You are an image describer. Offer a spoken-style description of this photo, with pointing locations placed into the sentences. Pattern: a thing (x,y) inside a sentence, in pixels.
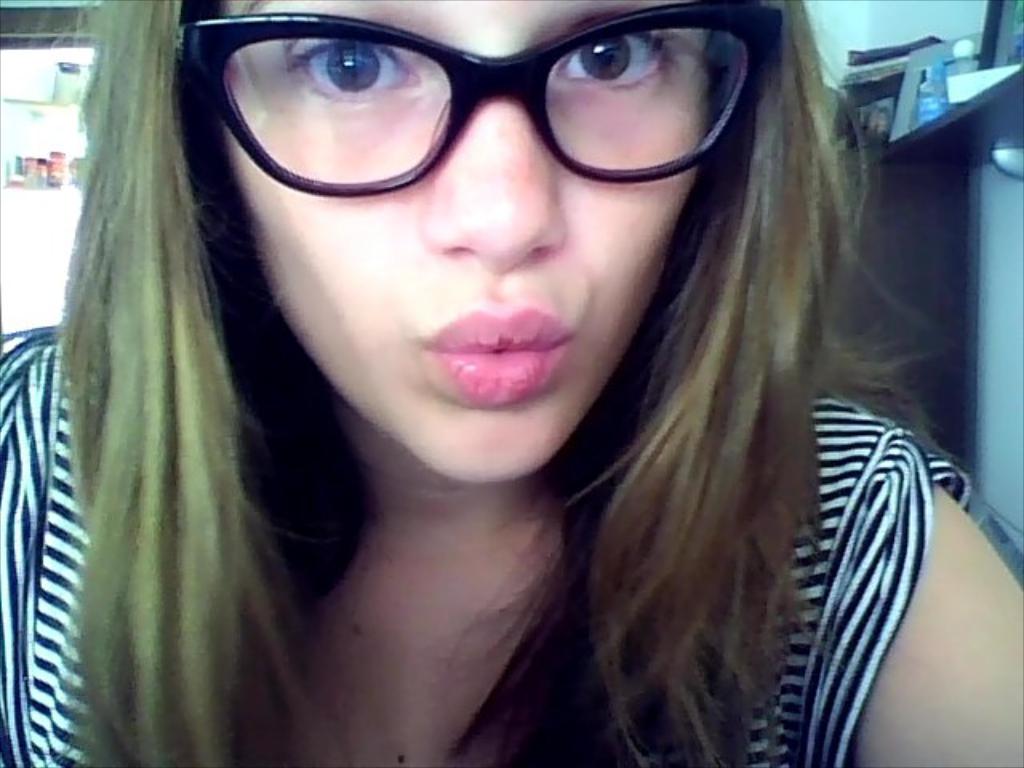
In this picture we can see a woman (384,450) and she wore spectacles (400,63).
